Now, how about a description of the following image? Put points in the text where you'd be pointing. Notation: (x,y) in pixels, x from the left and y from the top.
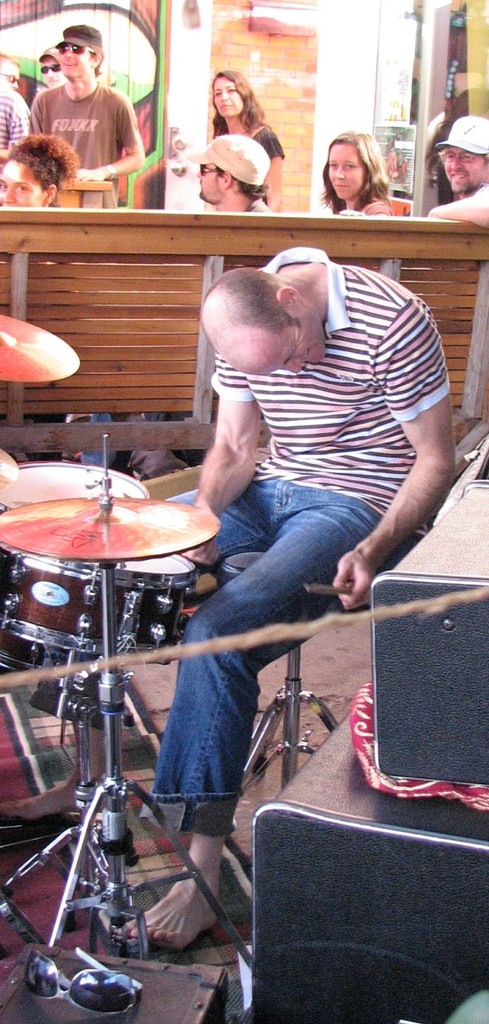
In front of the picture, we see a man (301,448) is playing the drums (181,542). On the right side (405,597), we see the black color objects (332,907). Beside that, we see a case (11,986) on which the goggles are placed. Behind him, we see a fence (105,292) behind which the people (49,132) are. Beside them, we see the people (129,126) are standing. In the background (271,50), we see a wall (232,44). On the left side (104,24), we see a wall graffiti (36,27).
